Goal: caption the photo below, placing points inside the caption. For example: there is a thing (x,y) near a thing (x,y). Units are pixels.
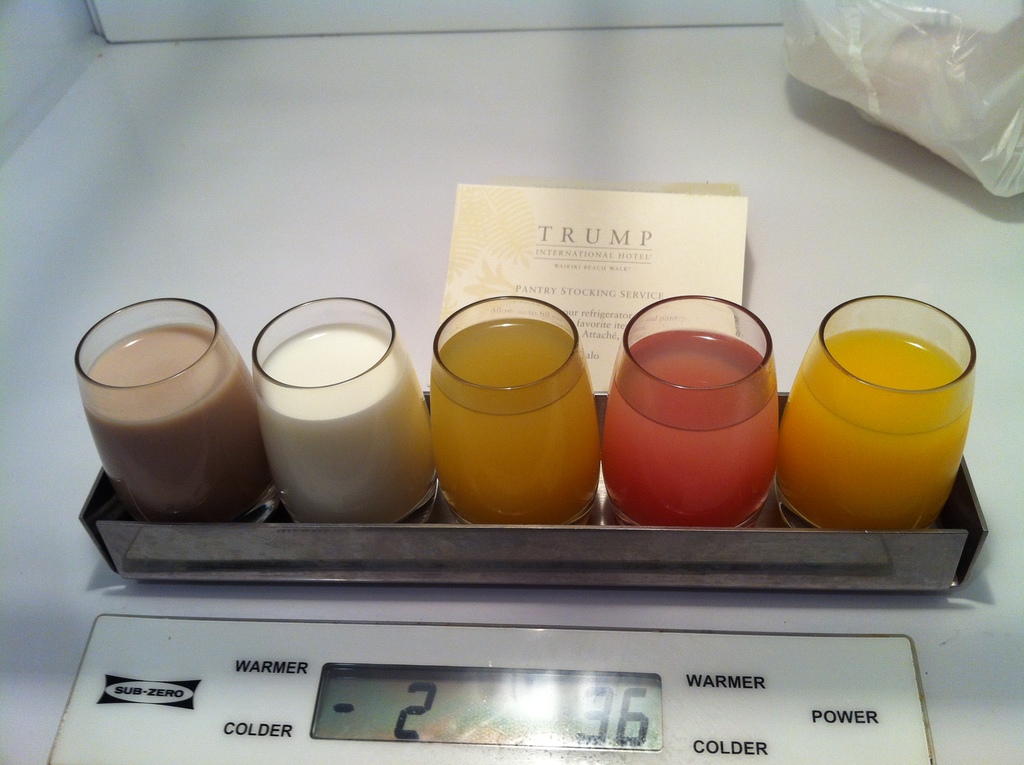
In the foreground (432,553) I can see a tray (686,553) in which juice glasses (879,328) are kept above a temperature control panel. This image is taken may be in a refrigerator (137,159).
